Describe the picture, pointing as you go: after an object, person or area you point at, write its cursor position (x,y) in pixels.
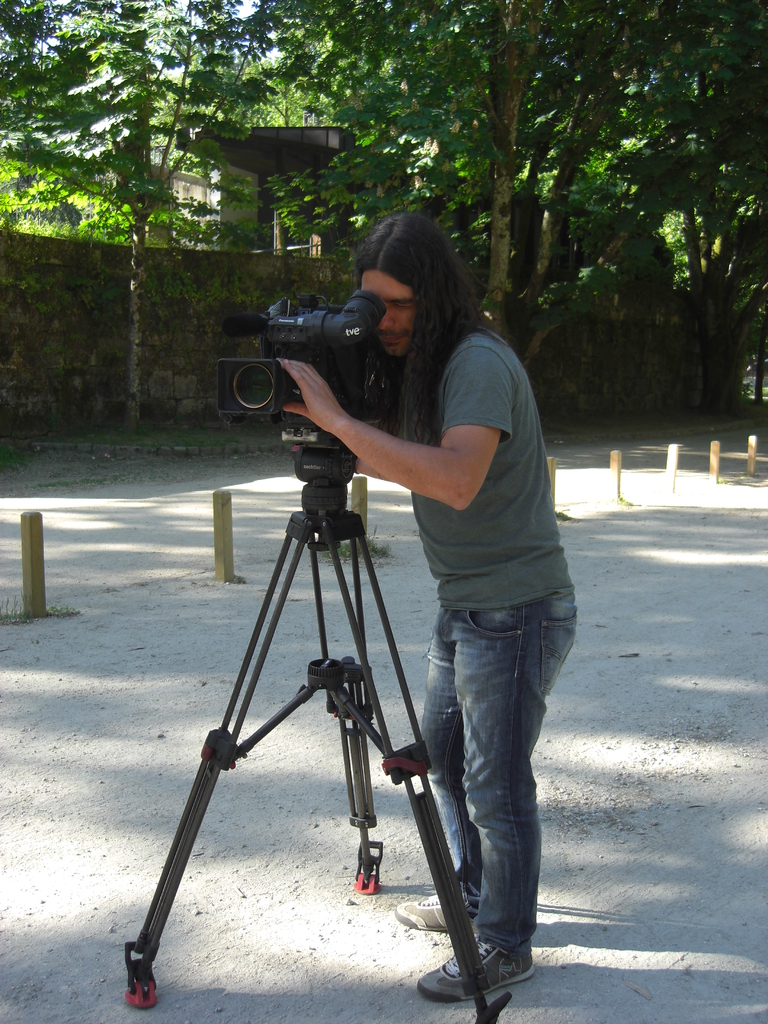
In this image there is a person (310,388) standing, there is a camera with a tripod stand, and in the background (199,105) there is a wall (342,287), house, trees (215,59).
